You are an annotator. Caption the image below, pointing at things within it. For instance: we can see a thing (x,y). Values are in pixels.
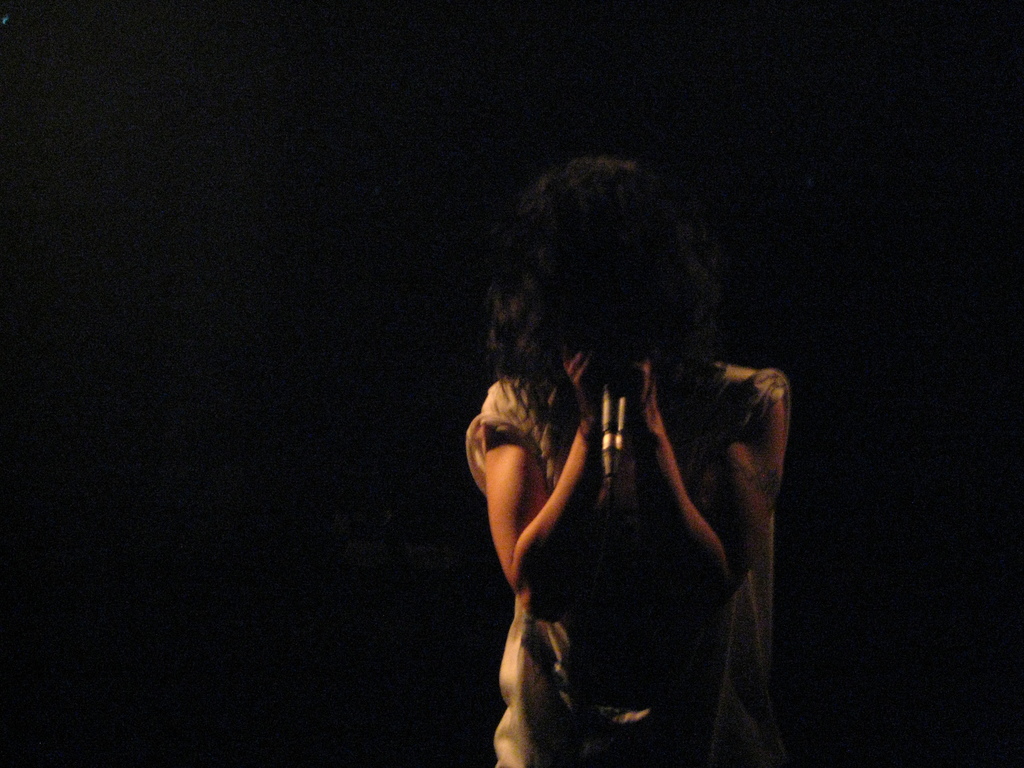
In this image there is a lady (711,517) holding a mic (602,410) in her hand (655,404), in the background (92,29) it is dark.
